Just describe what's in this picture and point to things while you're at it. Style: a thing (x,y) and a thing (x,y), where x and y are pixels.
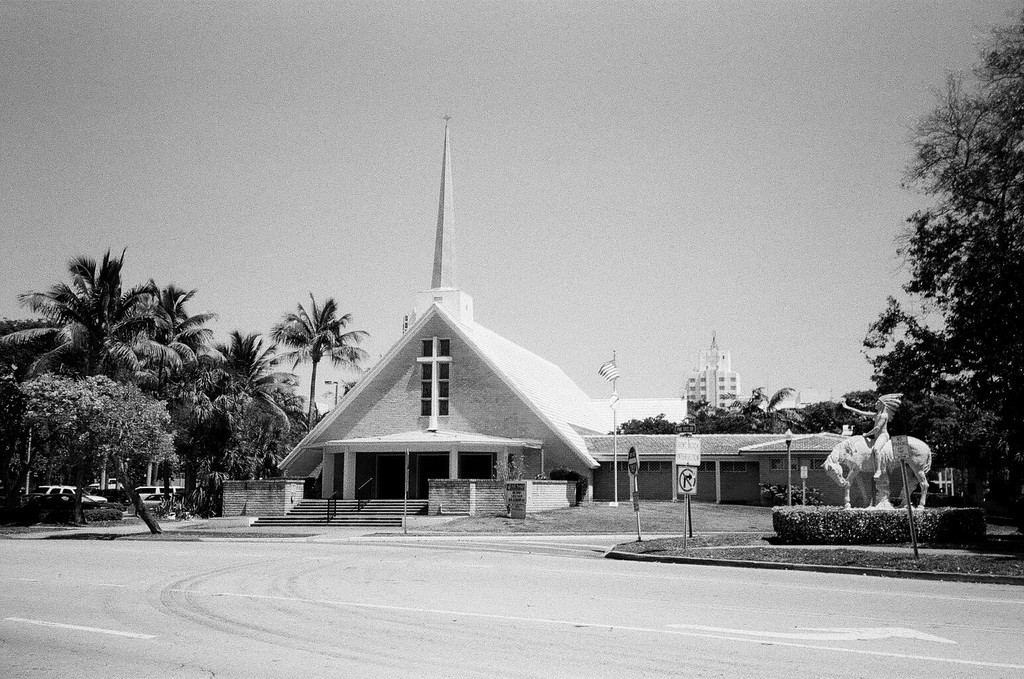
This is a black and white image. In this image we can see building (548,432) with windows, pillars (354,497) and steps (340,512) with railings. Near to the building (365,405) there are trees (954,311) and vehicles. Also there are sign boards (694,487) with poles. And there is a statue (852,454). In the background (704,392) there is another building (704,392). Also there is sky (319,106).
